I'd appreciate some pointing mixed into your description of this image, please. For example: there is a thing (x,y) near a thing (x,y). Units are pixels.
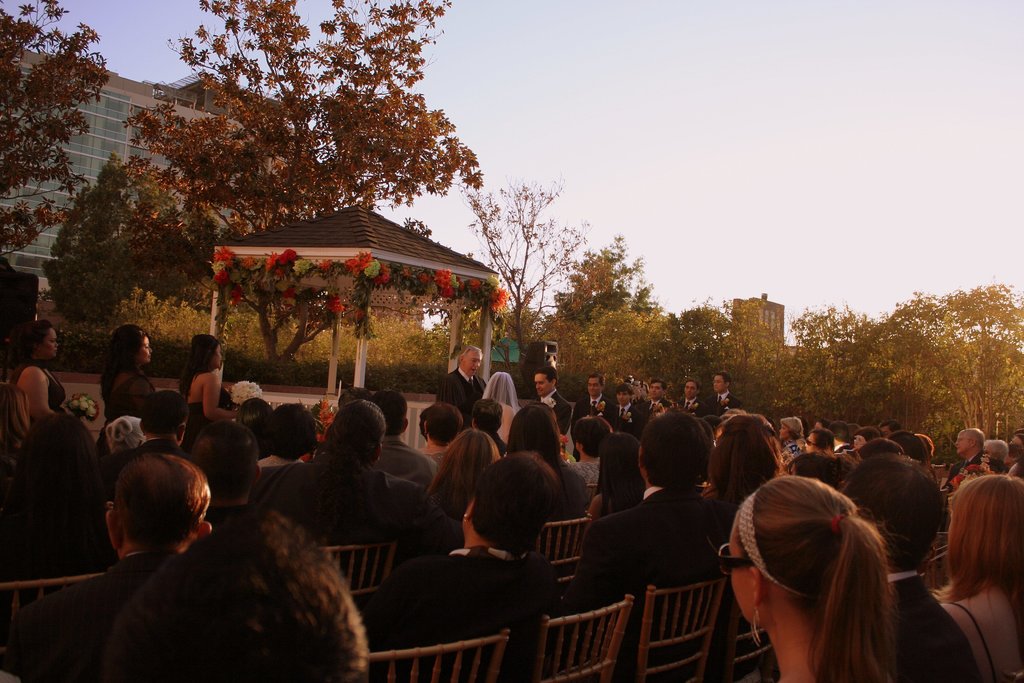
At the bottom (253,532) there are few persons (184,569) sitting on the chairs (374,660) and in the background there are few persons (138,388) standing and among them few persons (112,365) are holding flower bouquets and there is a gazebo (391,224) decorated with flowers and we can see trees (126,222), buildings (114,139), glass doors (111,126) and sky (502,149).
